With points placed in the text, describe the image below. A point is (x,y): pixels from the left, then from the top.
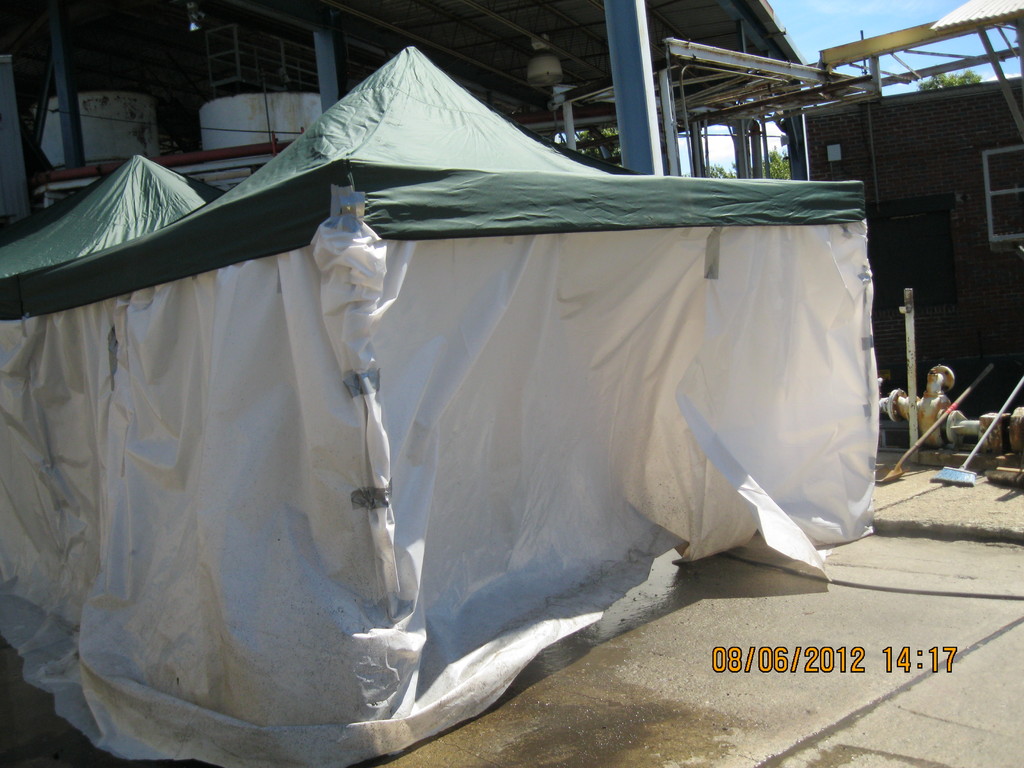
In this image I can see the tent (295,317) which is in white and green color. In the back (398,15) I can see the shed (535,103) and to the right (915,142) there is a brick wall (948,163). In the back (773,135) there are trees (616,150) and the blue sky (798,22).
